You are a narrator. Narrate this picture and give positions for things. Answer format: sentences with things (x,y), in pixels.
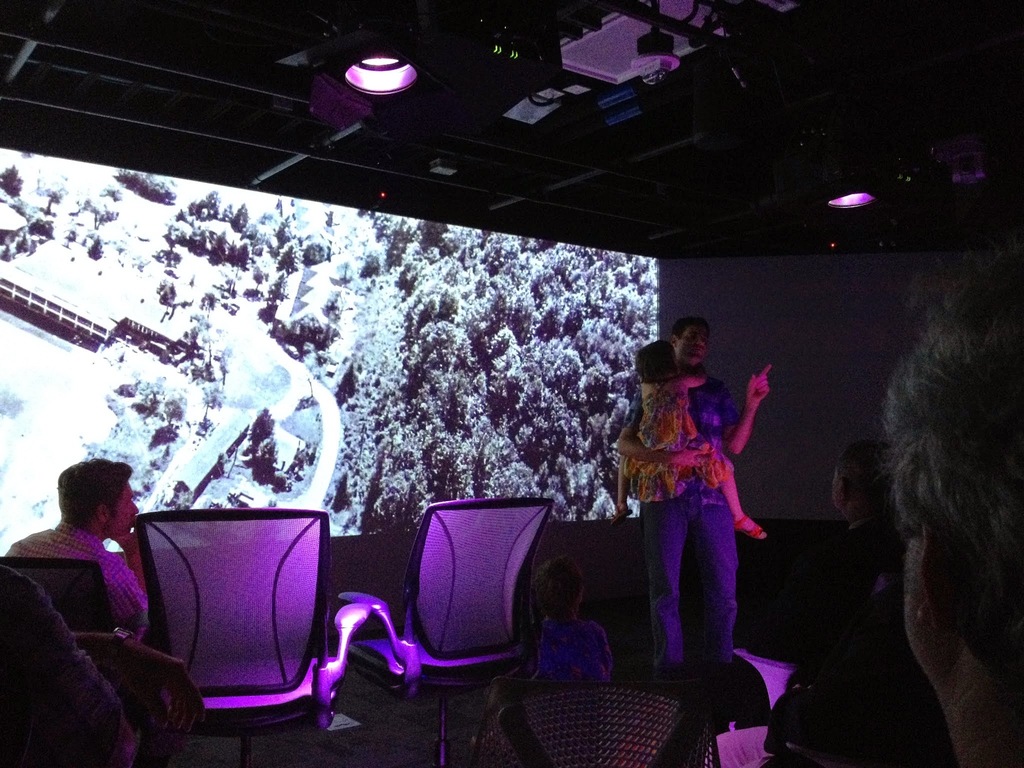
There are many people (833,677). Also there are chairs (322,638). Some are sitting on the chairs (523,677). And a person (661,529) is holding a child (675,470). In the back (388,358) there is a screen (423,311). On the ceiling (453,132) there are lights (380,89).
